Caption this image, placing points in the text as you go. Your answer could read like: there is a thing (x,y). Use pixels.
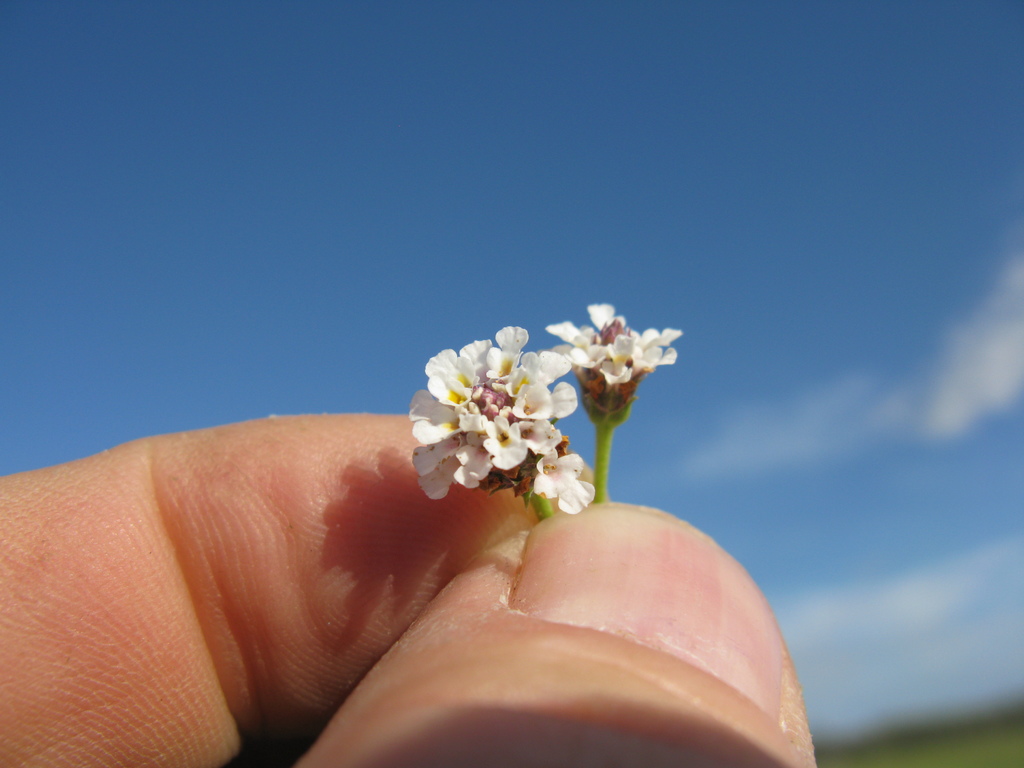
In this picture I can see fingers (32,742) of a person (284,753) holding two tiny flowers (570,457), and in the background (526,200) there is the sky (546,252).
